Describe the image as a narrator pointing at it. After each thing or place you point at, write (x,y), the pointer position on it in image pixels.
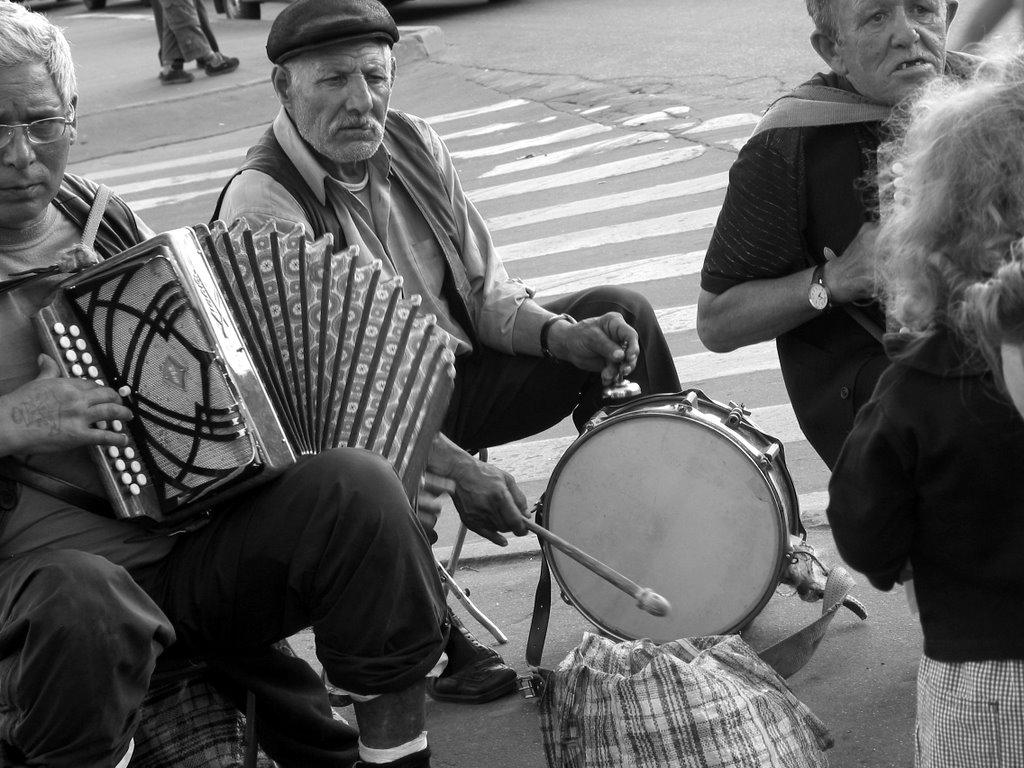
This is a black and white image and here we can see people (345,168) and some are holding musical instruments (87,321) and we can see a bag (655,695) and in the background (553,79), there is a road (553,79).
